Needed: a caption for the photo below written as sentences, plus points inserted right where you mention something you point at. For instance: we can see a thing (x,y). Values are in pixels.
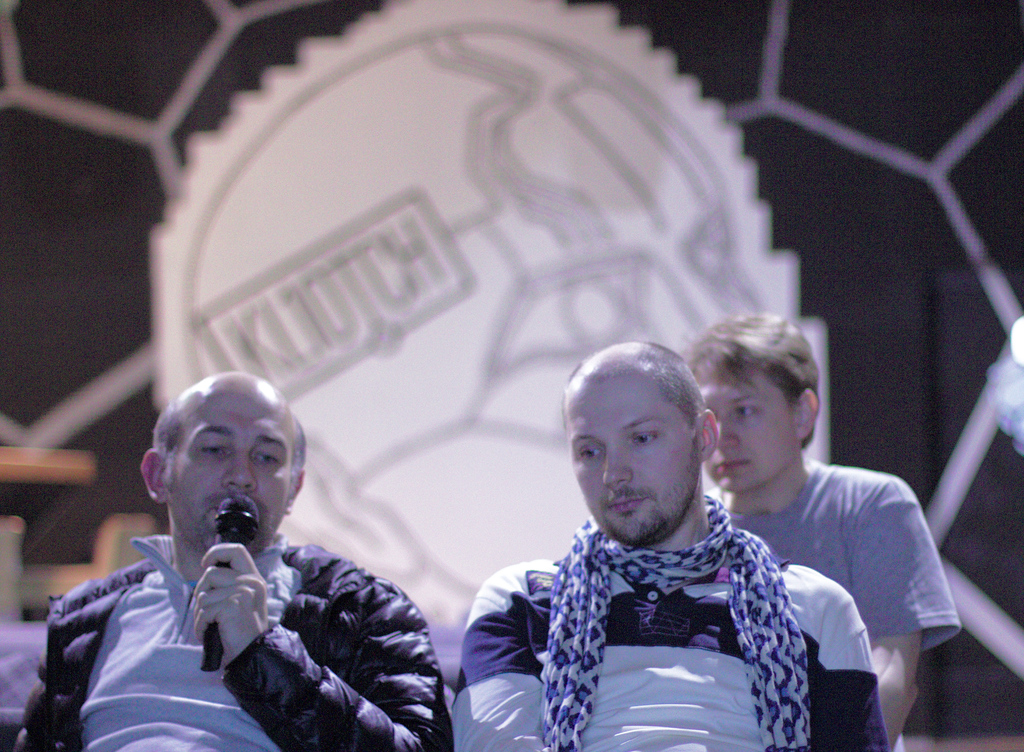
In the image there are three people (628,558) who is sitting on chair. On left side (275,602) there is a man (278,598) holding a microphone (221,523) and opened his mouth (215,508) for talking. In background (234,180) there is a white color hoarding (345,148).
